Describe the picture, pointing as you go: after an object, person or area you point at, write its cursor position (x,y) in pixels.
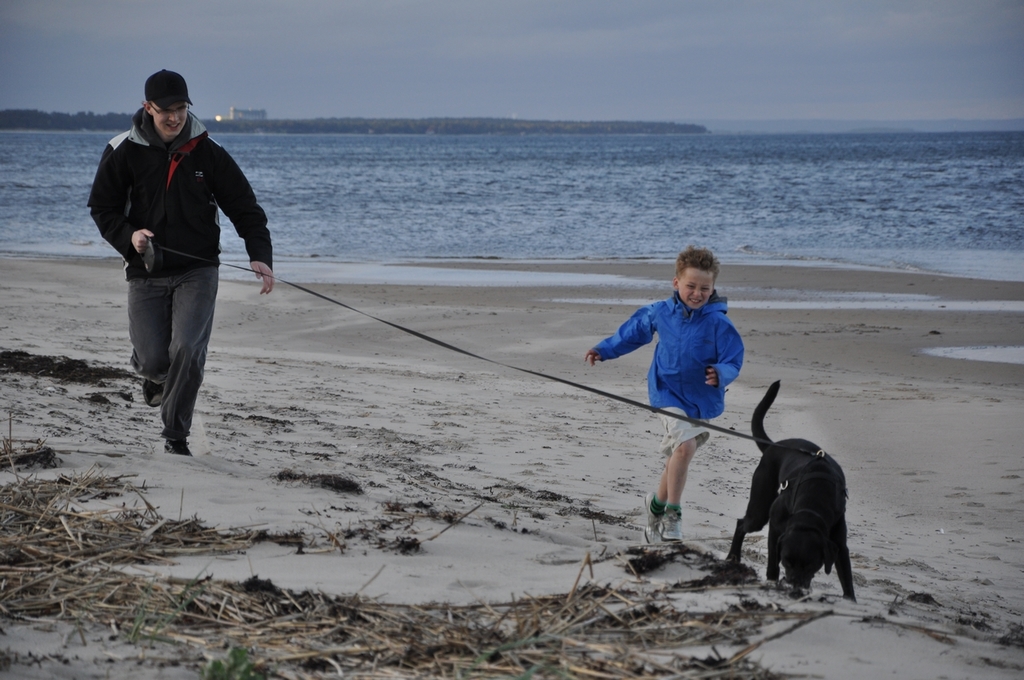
In this image I can see the sand (466,416), few wooden sticks (201,614) on the sand (452,392), a person (142,227) wearing black colored jacket (179,205) and a boy (686,356) wearing blue and cream colored dress (670,374) are running and a dog (765,514) which is black in color. I can see the dog (804,494) is tied with the black colored belt (814,452). In the background (414,210) I can see the water (613,204), few trees (28,117), a building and the sky (358,75).
